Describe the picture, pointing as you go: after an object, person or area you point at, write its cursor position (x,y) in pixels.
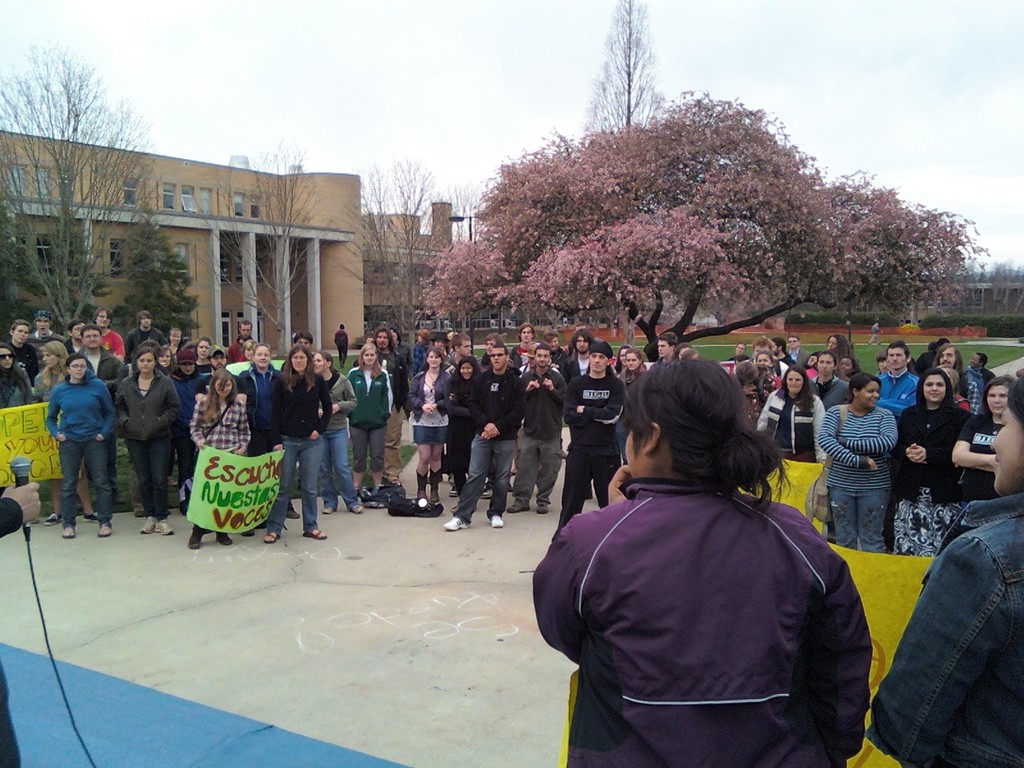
In this picture, we see many people (624,508) are standing. The girl (227,443) in check shirt (200,403) is holding a chart (249,500) with some text (238,483) written on it. In the background (367,296), there are many trees (717,282) and buildings (421,263). At the top of the picture (479,128), we see the sky (449,169) and at the bottom of the picture (124,712), we see a blue carpet (124,712) and we even see the hand (39,494) holding a microphone (23,469).
